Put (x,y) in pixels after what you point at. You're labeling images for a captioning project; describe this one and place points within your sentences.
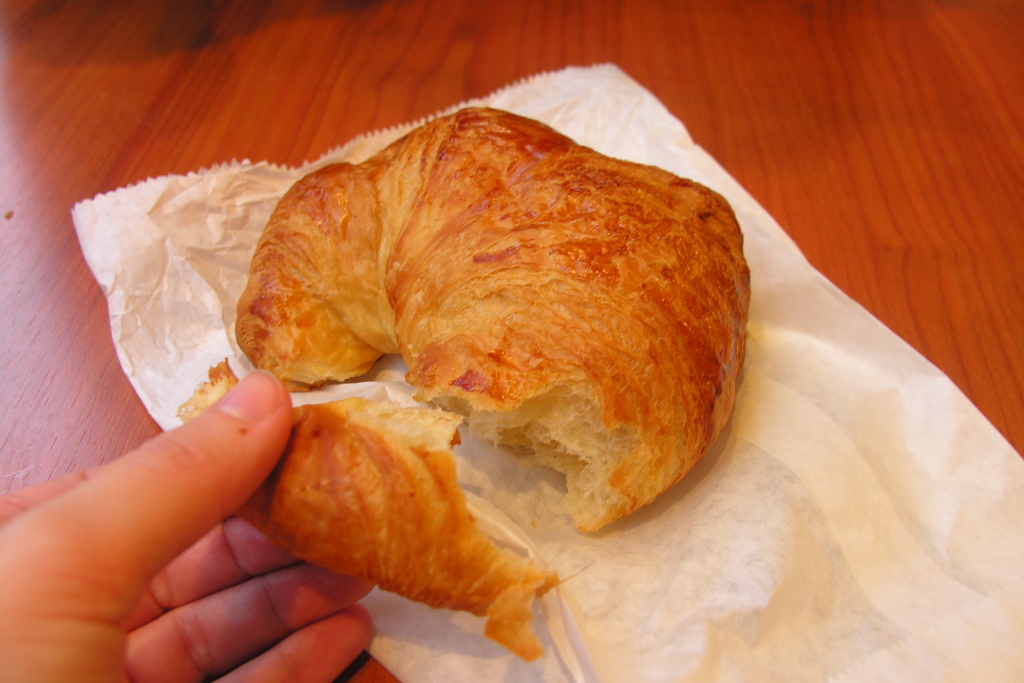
In this image I can see the food (466,197) which is in brown color and the food (442,436) is on the paper (550,529) and I can see a person hand (234,474) holding the food (355,504) and I can see brown color background (43,345).
